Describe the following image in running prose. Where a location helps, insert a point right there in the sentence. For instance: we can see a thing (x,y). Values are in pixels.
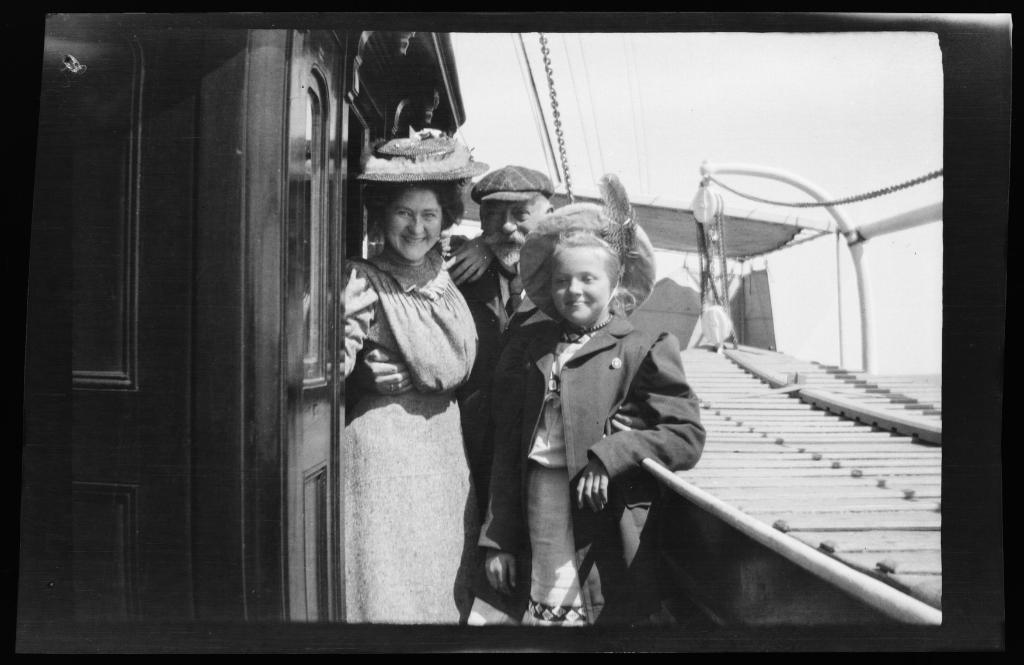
This is a black and white image, in this image there are three persons (514,205) standing on a ship (271,147).
